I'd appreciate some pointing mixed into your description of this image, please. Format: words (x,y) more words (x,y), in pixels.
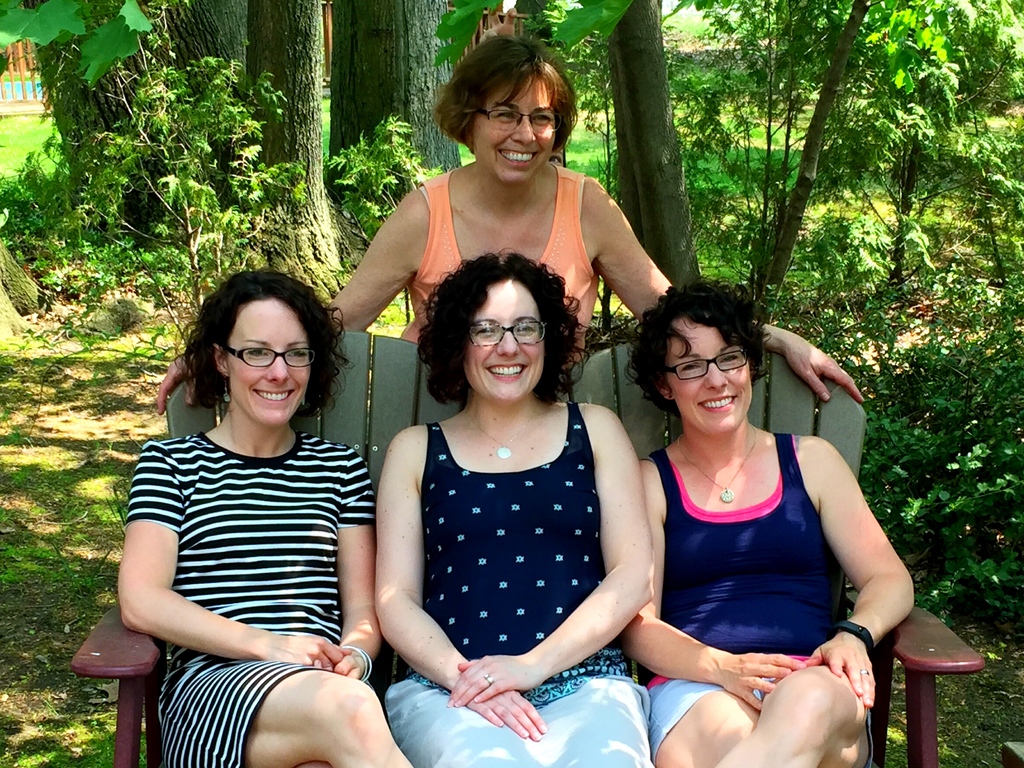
In this image, we can see persons (506,399) wearing clothes (519,491) and spectacles (739,357). There are three persons (797,435) in the middle of the image (666,347) sitting on the bench (365,410). In the background of the image (856,36), we can see some plants (275,170) and trees (177,36).
